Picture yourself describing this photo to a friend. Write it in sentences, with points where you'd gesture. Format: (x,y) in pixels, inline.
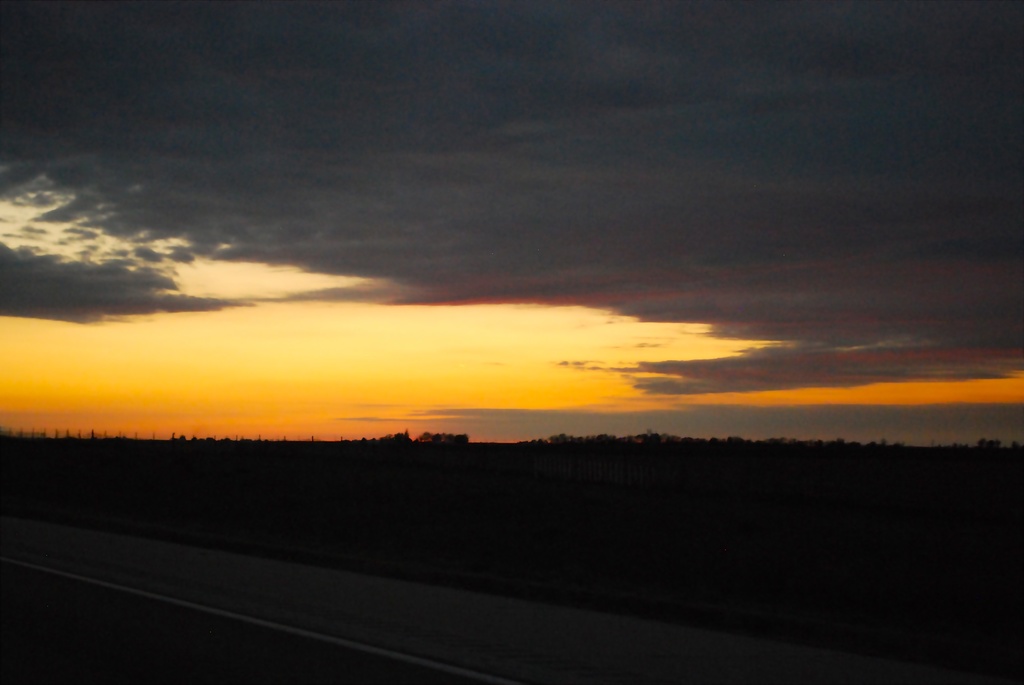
In this picture we can see the road (160,590), trees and in the background (279,298) we can see the sky (559,127) with clouds (493,243).
